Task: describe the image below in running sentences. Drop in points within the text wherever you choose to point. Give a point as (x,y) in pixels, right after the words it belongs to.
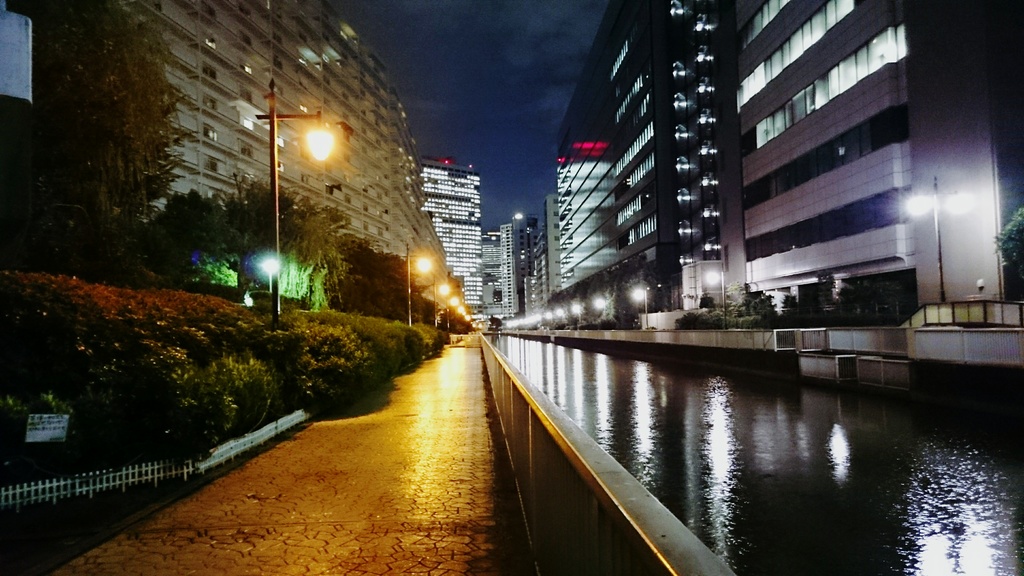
This is water (765,429). Here we can see plants (219,330), trees (344,295), poles (271,146), and lights (909,209). In the background (712,264) there are buildings (757,243) and sky (518,97).
